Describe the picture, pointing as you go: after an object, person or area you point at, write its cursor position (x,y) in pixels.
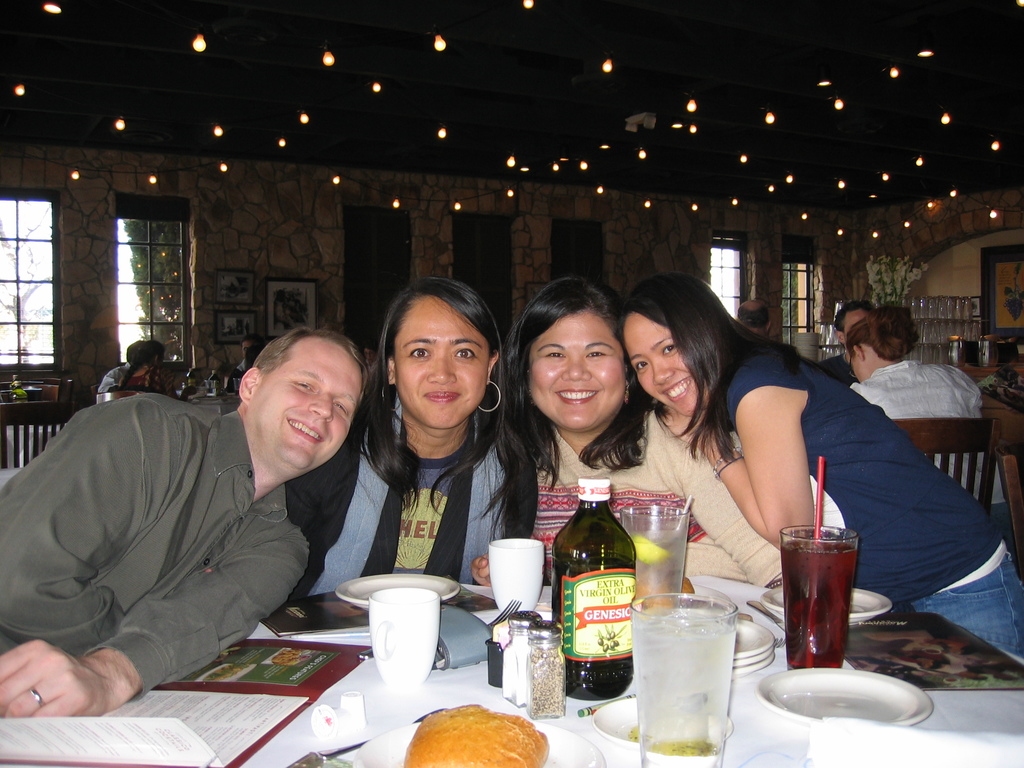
In this image I can see four people (403,440) wearing the different color dresses (382,514). These people (306,545) are in-front of the table (371,664). On the table (376,680) I can see the bottle (582,630), glasses (650,632), cups (431,648), plates (761,669) and also the papers (200,711) and cards (287,691). In the back (908,376) there are few more people (865,373) sitting on the chairs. I can also see the window (5,259), frames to the wall (236,252). And I can see some lights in the top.
